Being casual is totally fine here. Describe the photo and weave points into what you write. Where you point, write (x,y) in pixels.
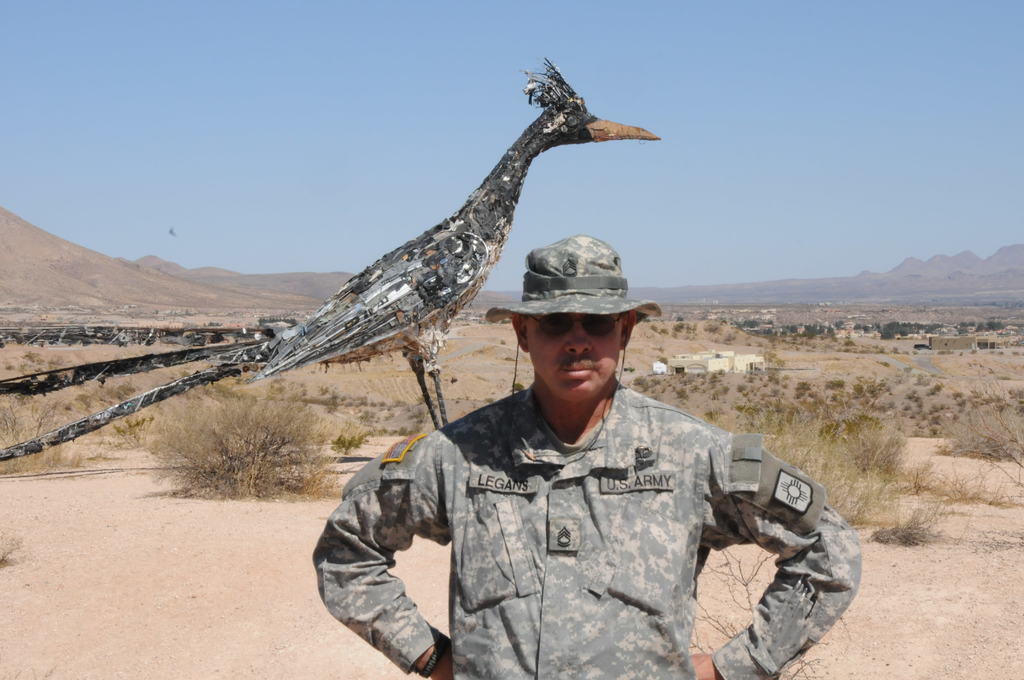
In this image there is a person (574,552) standing, behind him there is a bird structure (445,238). In the background (706,364) there are trees (135,418), buildings (722,367), mountains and the sky (703,267).
